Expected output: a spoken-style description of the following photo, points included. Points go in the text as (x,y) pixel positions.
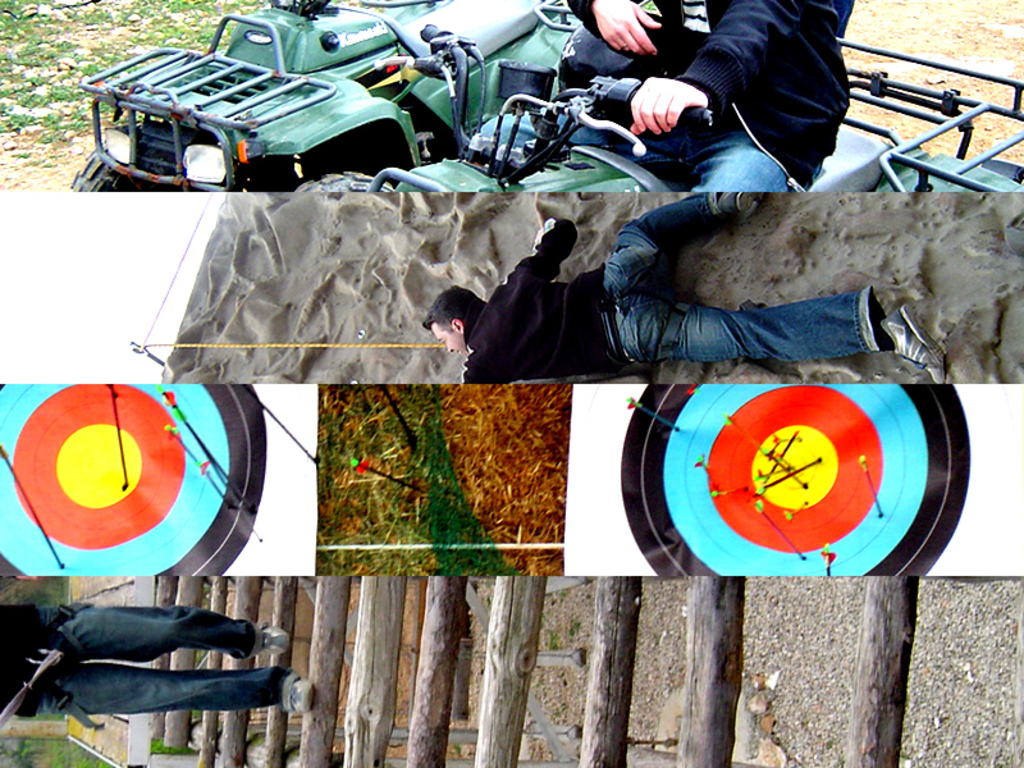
In this image we can see collage images, in those images we can see three persons (439,320), vehicle (524,169), rocks (557,682), grass (378,559), rope (500,547), wall (441,252), archery targets (298,532), arrows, wooden staircase (707,682), also we can see the sky (103,280).
